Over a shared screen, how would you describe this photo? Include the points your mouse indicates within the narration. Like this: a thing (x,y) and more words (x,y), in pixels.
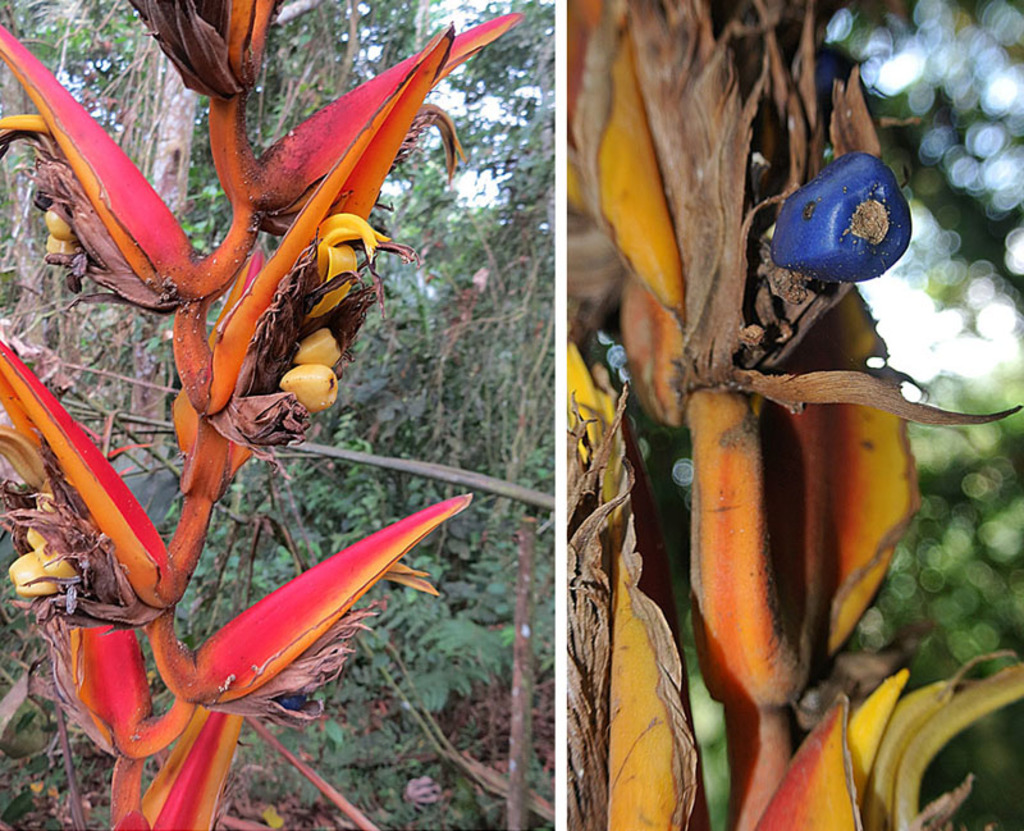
This is collage picture in these pictures we can see plants (339,416) and trees (400,362).
